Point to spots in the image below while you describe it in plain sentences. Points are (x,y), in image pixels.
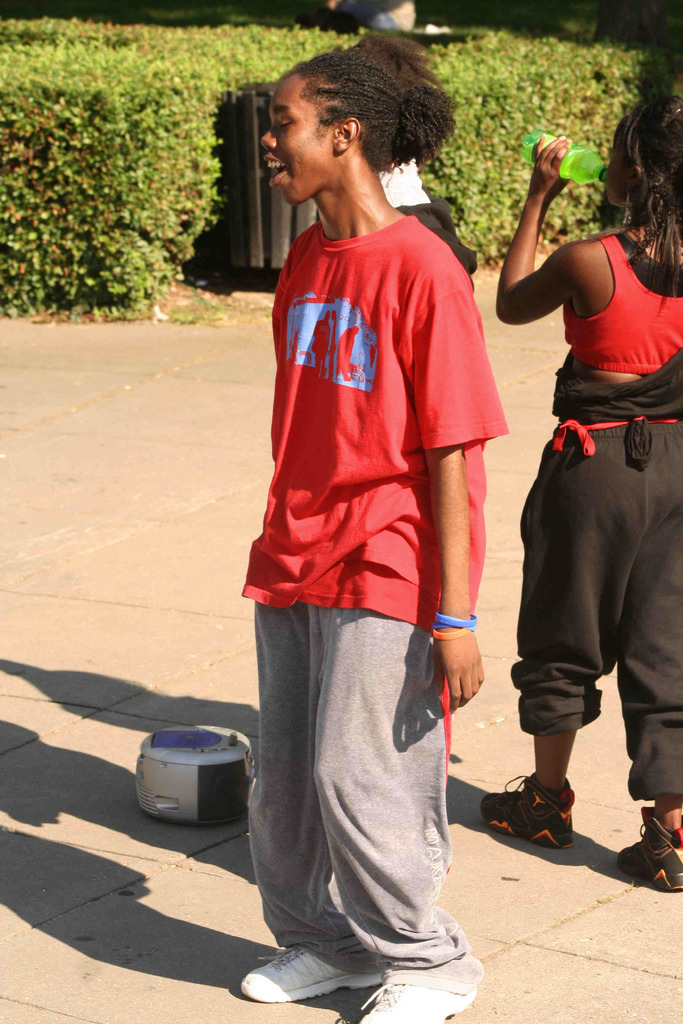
In this image we can see a man (312,601) is standing on the floor (305,1004). In the background (523,813) there are two persons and a woman (655,789) on the right side (651,780) is holding a bottle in her hand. There is a device (209,760) on the floor (510,558). In the background (155,143) there are plants (110,138) and a wooden gate (259,228).
